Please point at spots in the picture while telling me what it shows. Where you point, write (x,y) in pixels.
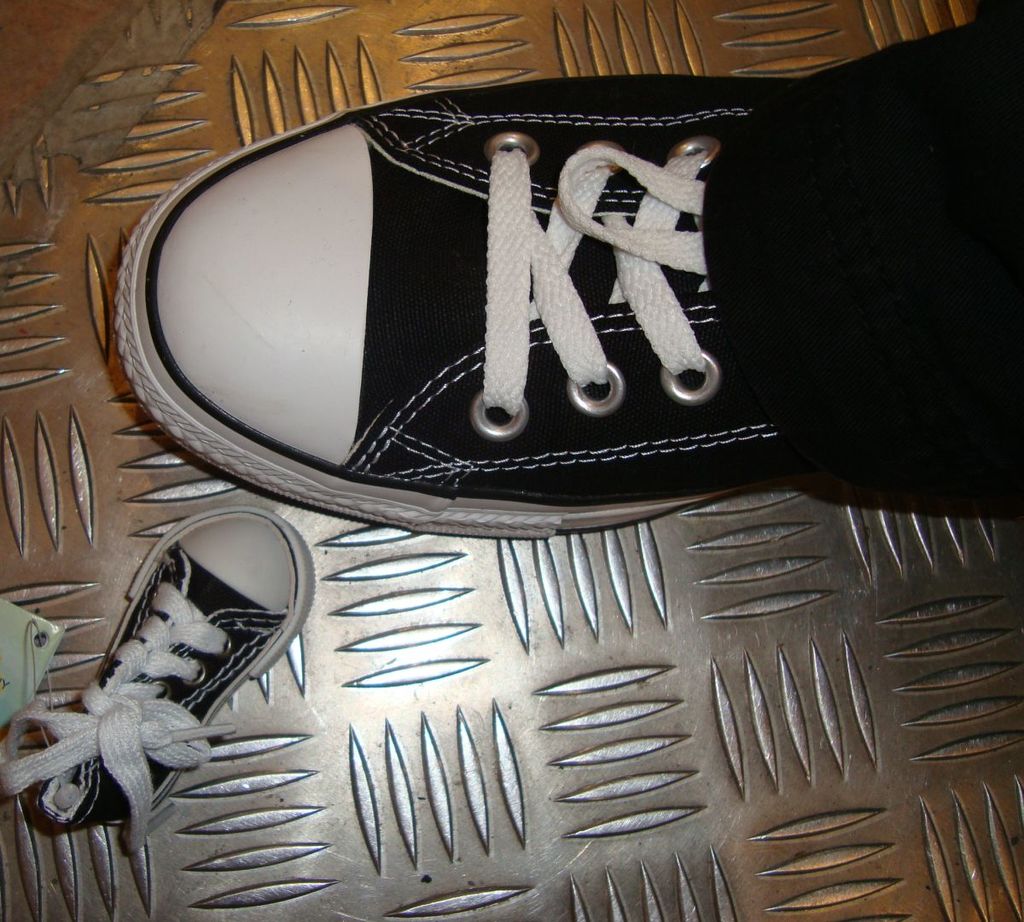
This picture shows a human (1013,438) wore a big size shoe (529,500) and we see a small size shoe (241,527) on the side. Both are white and black in color.
